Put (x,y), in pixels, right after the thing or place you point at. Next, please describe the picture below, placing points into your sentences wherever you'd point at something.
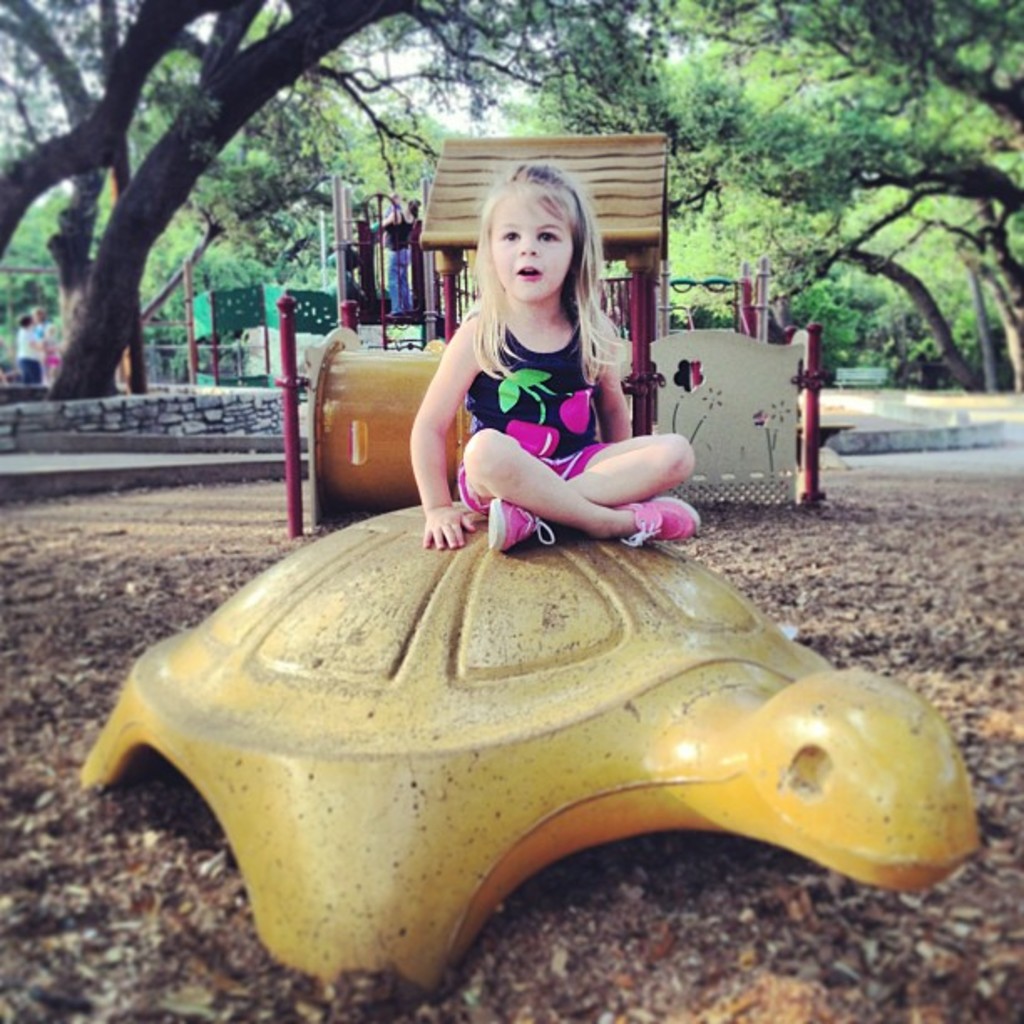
In the picture I can see a girl (501,509) is sitting on a yellow color tortoise shaped object (531,767). In the background (330,218) I can see children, trees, a bench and some other objects (404,454).
